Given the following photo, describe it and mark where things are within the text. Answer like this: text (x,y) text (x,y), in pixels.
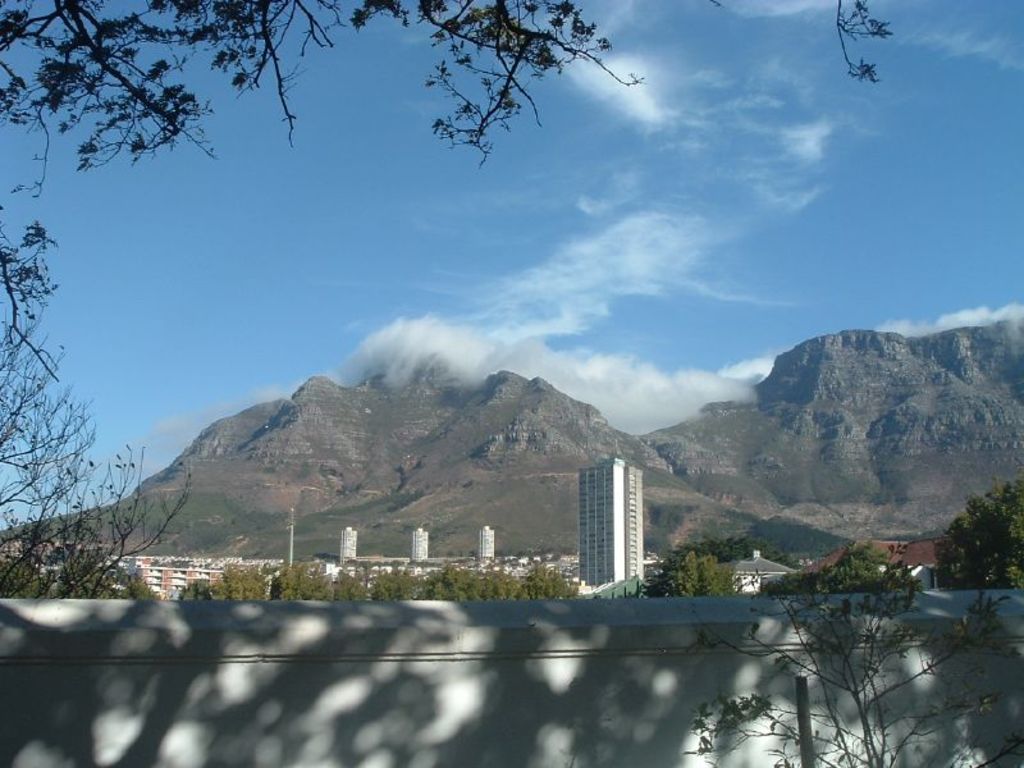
In this image we can see trees (402,583), buildings (577,560) and mountains (446,407), at the top of the image (529,210) we can see clouds (536,282) in the sky (673,355).
